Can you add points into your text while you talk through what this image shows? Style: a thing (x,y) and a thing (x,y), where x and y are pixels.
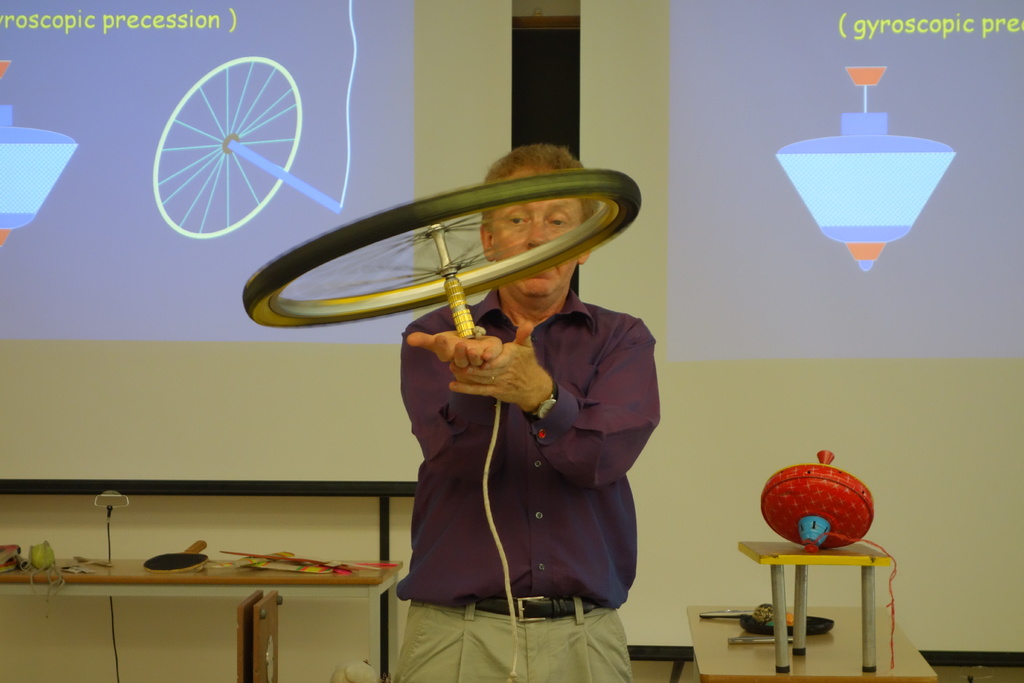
In the center of the image (522,406) we can see a person (482,484) holding a wheel (361,299) with stand (462,318) and rope (498,425). On the right side (749,626) we can see an object (780,481) on a stool (804,645) and some tools (761,629) which are placed on the table (735,656). On the left side (153,573) we can see a bat (162,559), wires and some papers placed on a table (293,578). On the backside (155,441) we can see a wire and the display screens (155,441) with some pictures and text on it.
